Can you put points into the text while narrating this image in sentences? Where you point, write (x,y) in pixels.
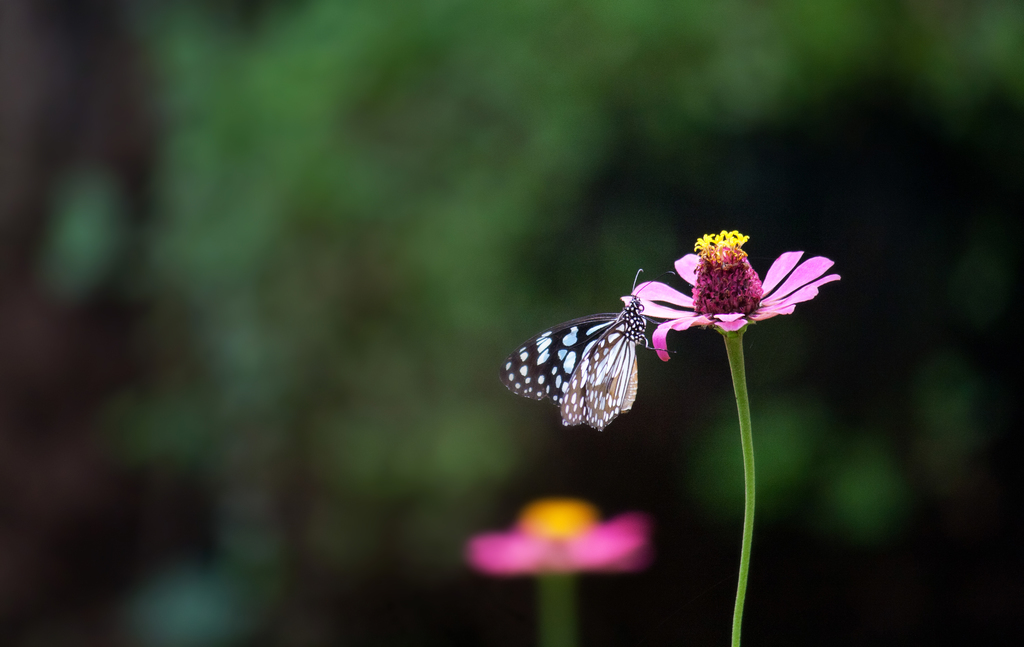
In this image I can see a pink colour flower (700,312), a butterfly (607,339) in the front (667,341). In the background (462,556) I can see a pink colour thing (484,560) and I can see this image is blurry in the background (672,455).
